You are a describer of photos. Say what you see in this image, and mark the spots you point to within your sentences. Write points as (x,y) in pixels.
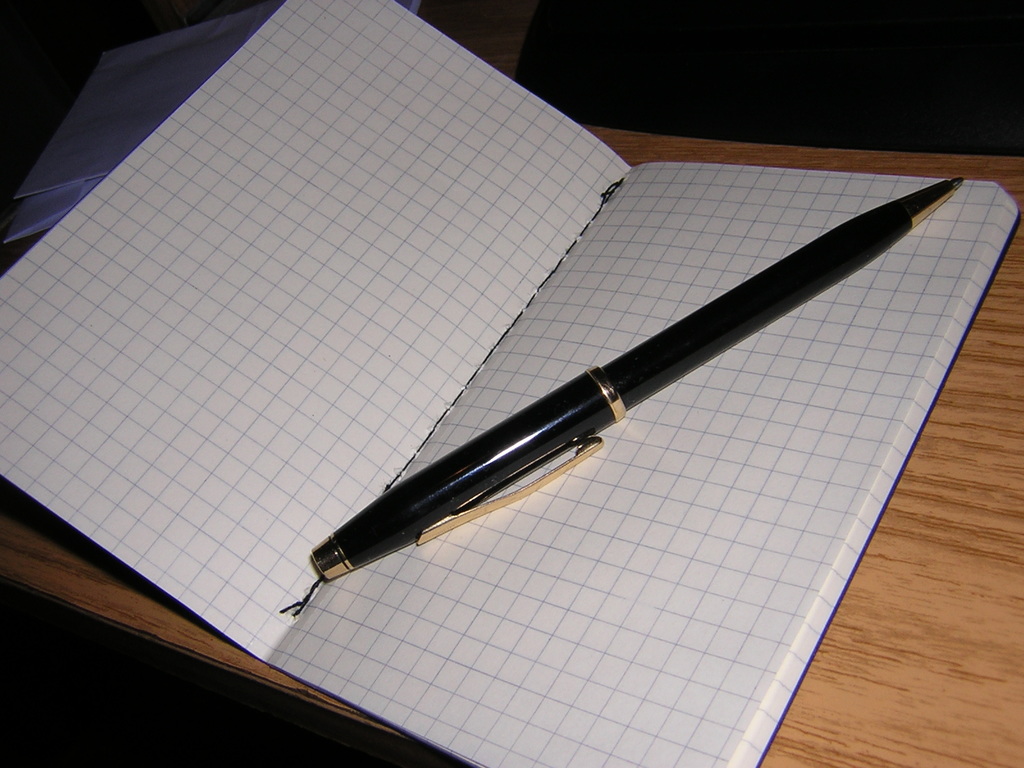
In the foreground of this image (180,346), there is a pen (622,418) on a book (646,597) which is on a wooden surface (982,624). At the top (211,58), there are two white color objects (75,188).
